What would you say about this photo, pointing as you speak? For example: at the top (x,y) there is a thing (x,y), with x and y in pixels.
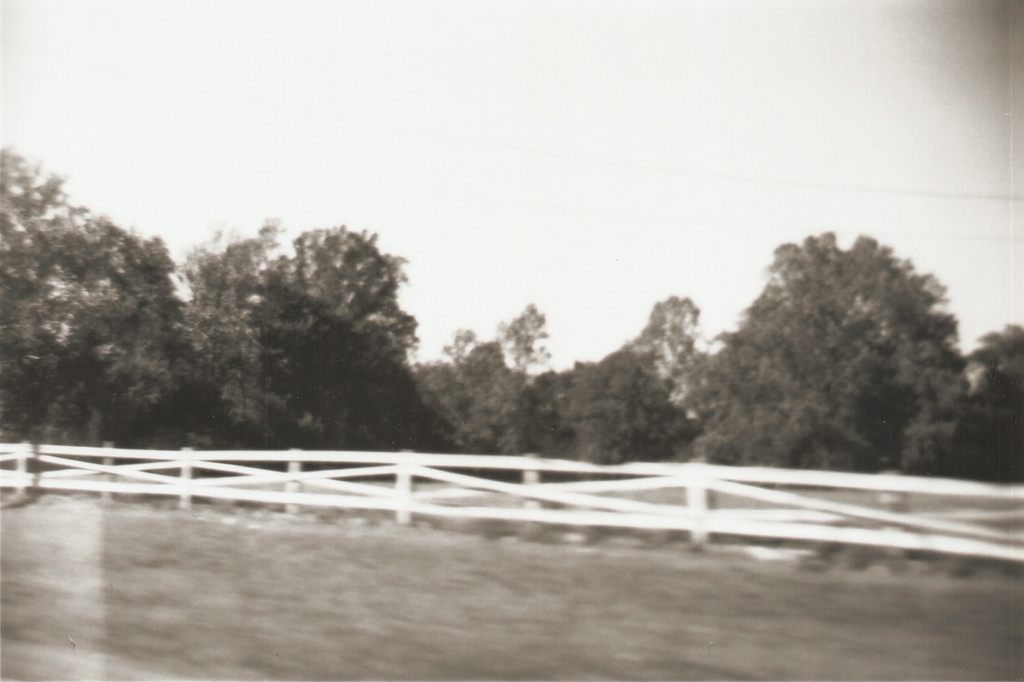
In the foreground of this image (591,596), on the bottom (629,597), there is grass (648,596). In the middle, there is railing (831,534). In the background (826,400), there are trees (767,405) and the sky (528,136).
